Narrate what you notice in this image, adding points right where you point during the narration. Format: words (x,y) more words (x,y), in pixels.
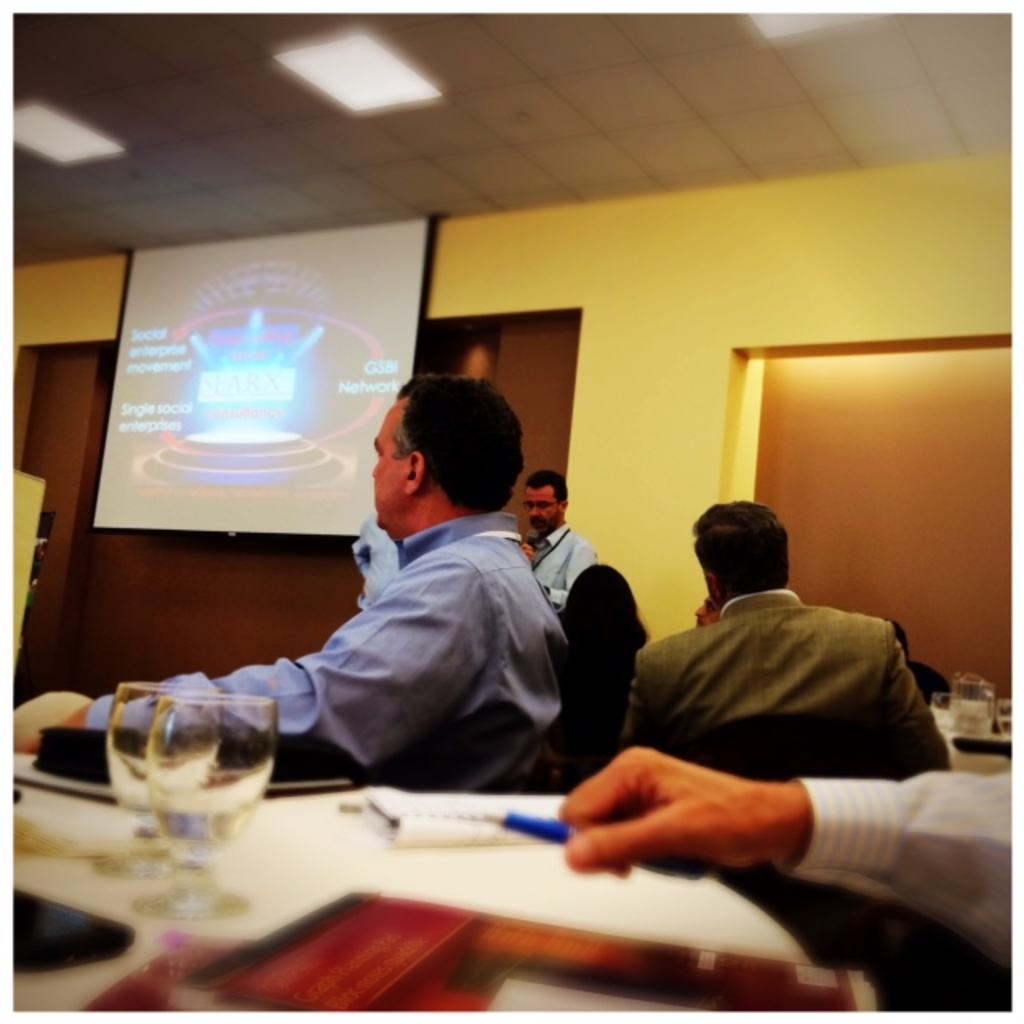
In the image we can see there are people (873,868) sitting on the chair (577,768) and there are wine glasses (199,802) and papers (668,995) on the table (262,887). A person (734,831) is holding pen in his hand (788,840) and behind there is a man (575,538) standing. He is holding mic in his hand (525,544) and there is a projector screen (258,422) on the wall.
